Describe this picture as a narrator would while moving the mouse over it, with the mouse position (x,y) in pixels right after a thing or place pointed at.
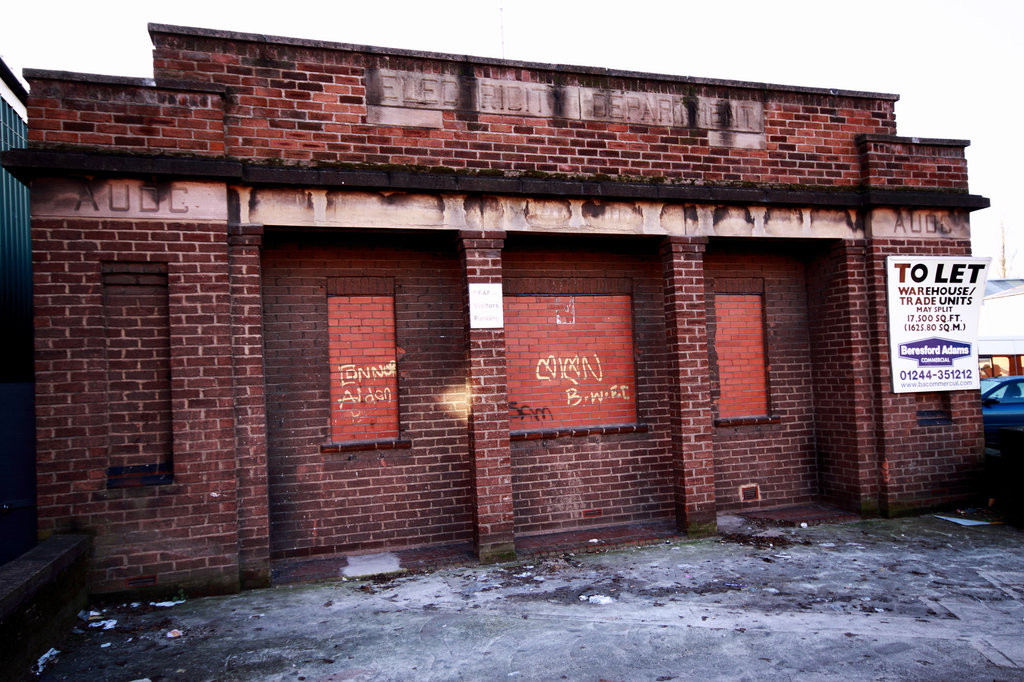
In this image there is a building (523,355) and there is a board (918,333) with some text (927,320) written on it. On the right side (1013,413) there is a car (1019,417). On the left side (24,242) there is an object (6,240) which is green in colour.
